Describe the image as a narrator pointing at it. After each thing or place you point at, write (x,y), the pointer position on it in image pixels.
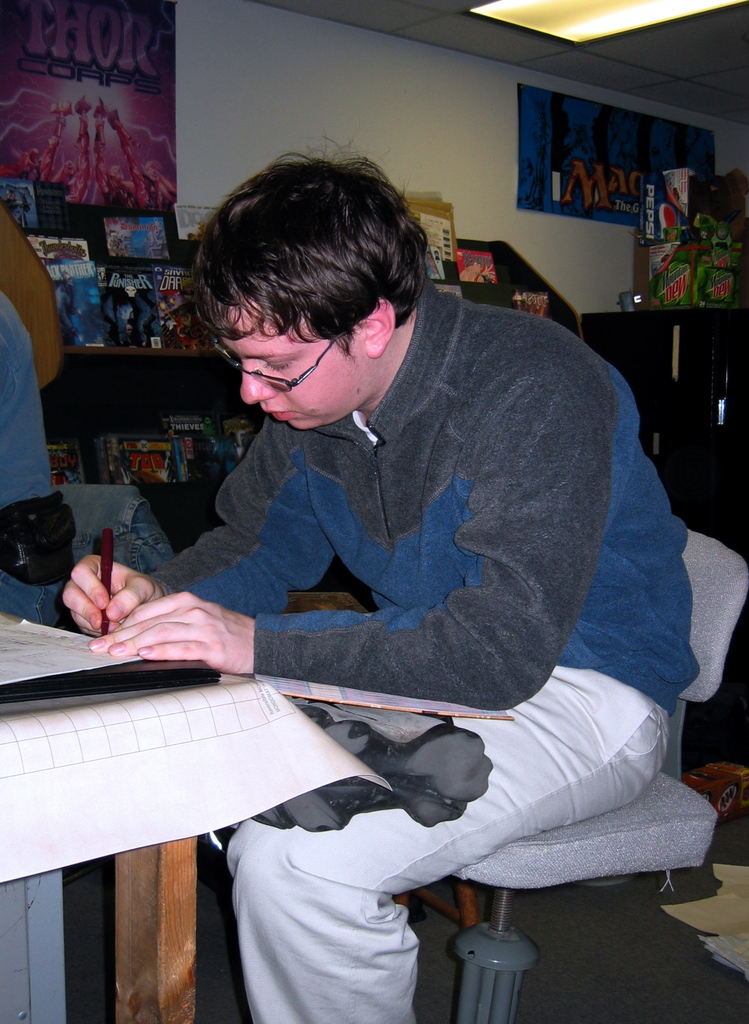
In this image there is a person (401,558) sitting on the chair (640,829), he is holding an object (111,550), there is a table (141,869) truncated towards the left of the image (114,842), there are objects (106,763) on the table (192,846), there are objects (52,615) truncated towards the left of the image (52,527), there are objects (663,273) truncated towards the right of the image (636,351), there are shelves (503,278), there are objects (204,429) on the shelves (508,270), there is the wall (351,142), there are objects (578,190) on the wall (219,135), there is a roof (426,20) truncated towards the top of the image (571,40), there is a light (589,17) truncated towards the top of the image (612,17).
